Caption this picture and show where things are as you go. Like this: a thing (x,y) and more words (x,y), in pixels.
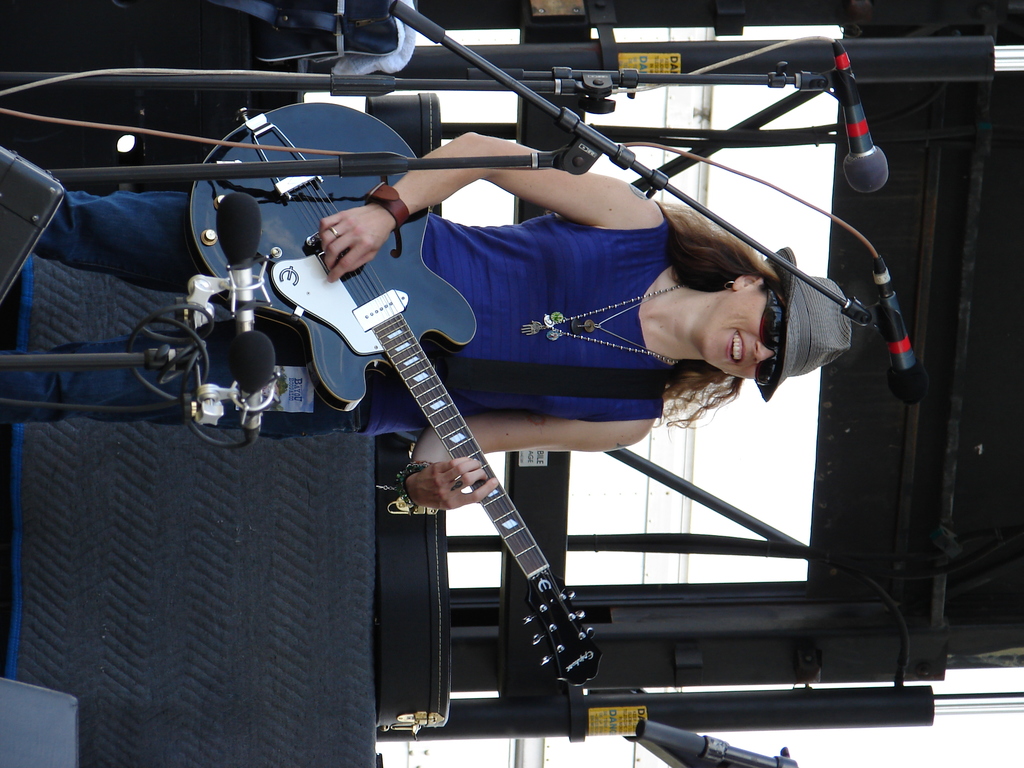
In the image we can see there is a woman (695,327) who is standing and holding guitar (401,324) in her hand (465,486).
